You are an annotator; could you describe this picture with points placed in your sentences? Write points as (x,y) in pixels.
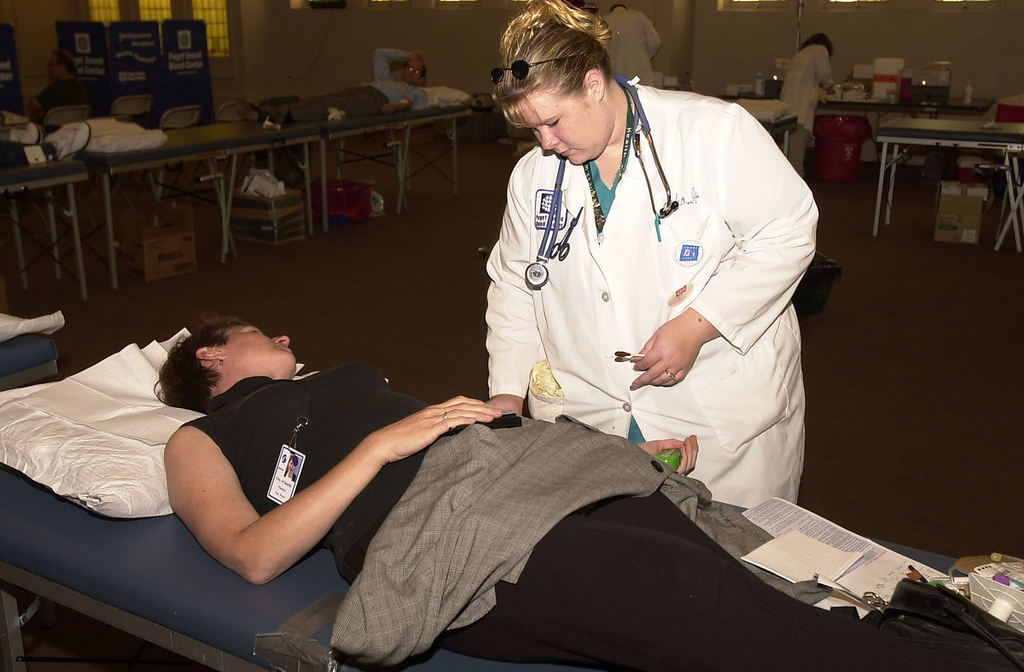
The girl (614,233) in white apron (620,321) is standing beside the bed (148,534). The woman (194,467) in black t-shirt (387,478) who is wearing ID card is lying on the bed (162,541). Beside her, we see papers (819,560) on the bed (837,587). Behind her, we see the man (392,92) in blue shirt (398,95) is lying on the bed (452,113). In the background (808,79), we see people (826,65) standing and we even see a table (947,110) on which equipment (893,96) are placed. This picture is clicked in the dark.
